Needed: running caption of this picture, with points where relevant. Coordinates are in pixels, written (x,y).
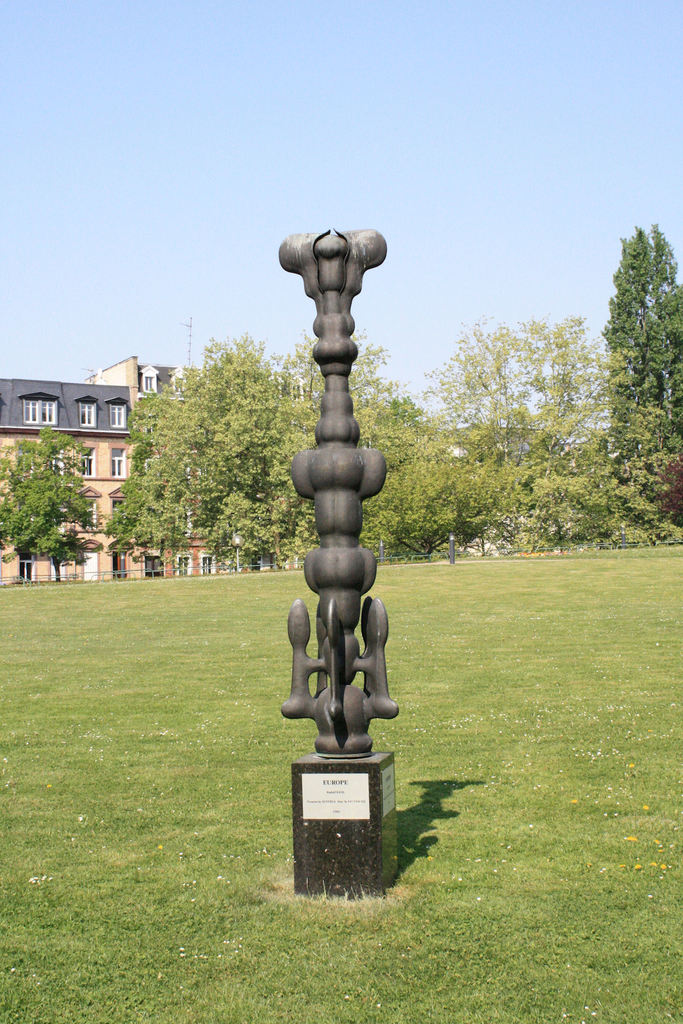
In this image we can see a statue (311,499), pedestal (330,774), trees (446,537), ground (458,662), buildings (134,395) and sky (135,191).
